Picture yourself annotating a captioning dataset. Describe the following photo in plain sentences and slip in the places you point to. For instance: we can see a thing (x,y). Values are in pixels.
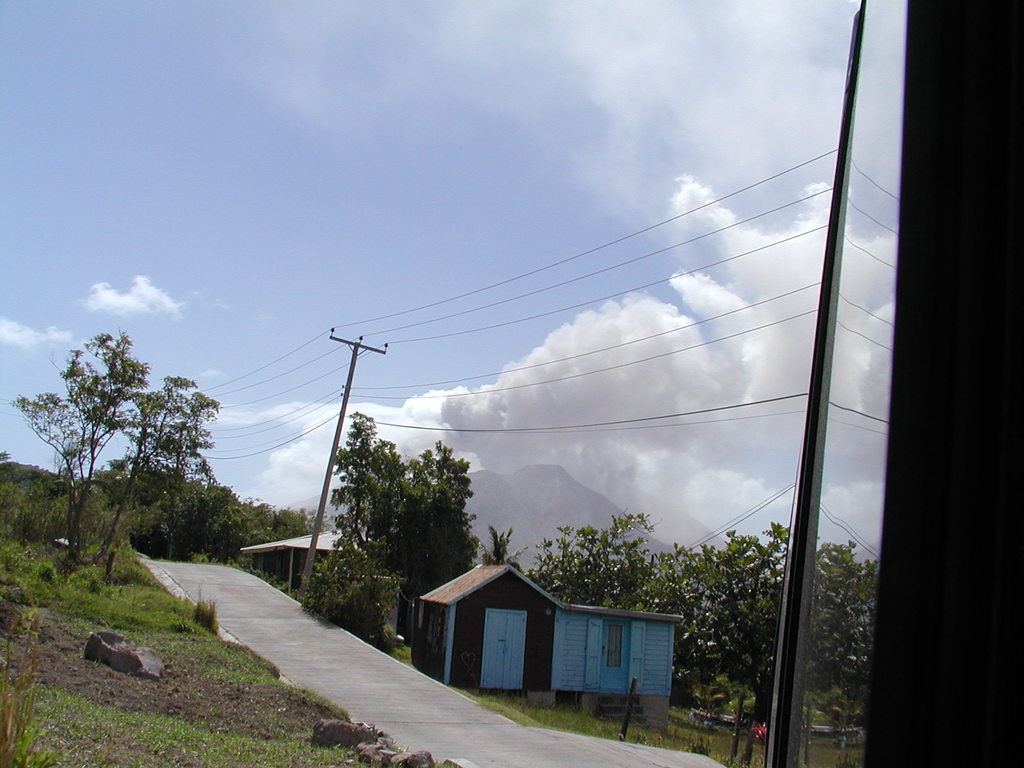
In this image in the center (422,494) there is a road (262,603) and there is grass (128,596) and some rocks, trees (99,560), poles (315,540) and wires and there are houses (328,537). And on the right side of the image (841,410) there is some object (876,756), and at the top (446,126) there is sky (488,358) and in the background (498,496) there are mountains (490,494).
